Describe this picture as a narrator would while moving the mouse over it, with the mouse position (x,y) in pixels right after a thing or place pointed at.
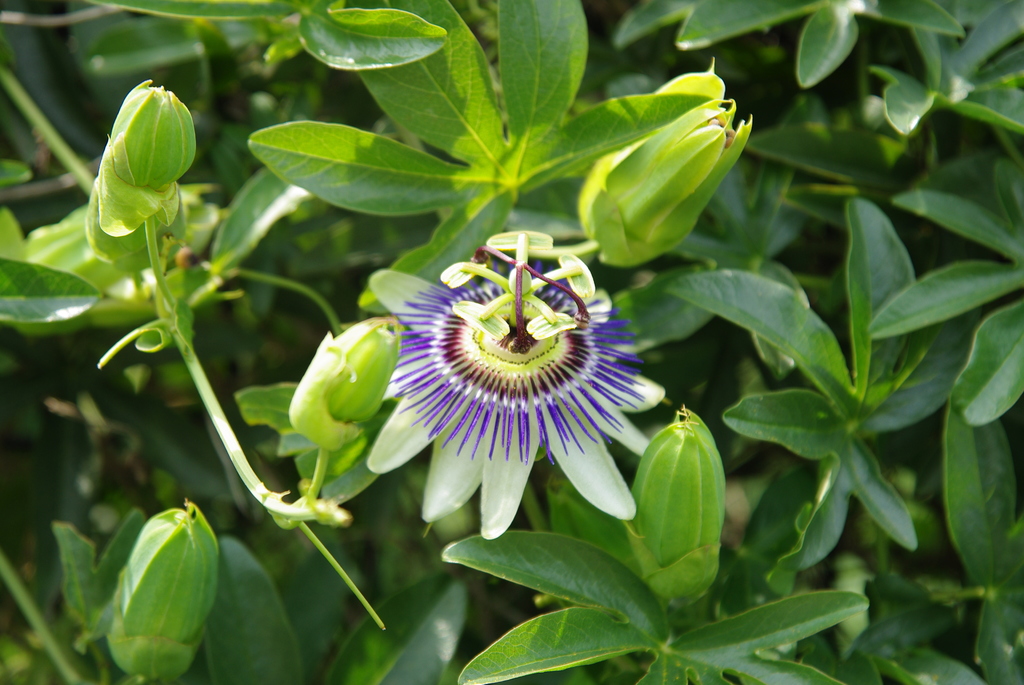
In this image, I can see plants (934,350) with a flower (527,401), buds (625,195) and leaves (592,132). These buds (665,206) and leaves (883,631) are green in color.
